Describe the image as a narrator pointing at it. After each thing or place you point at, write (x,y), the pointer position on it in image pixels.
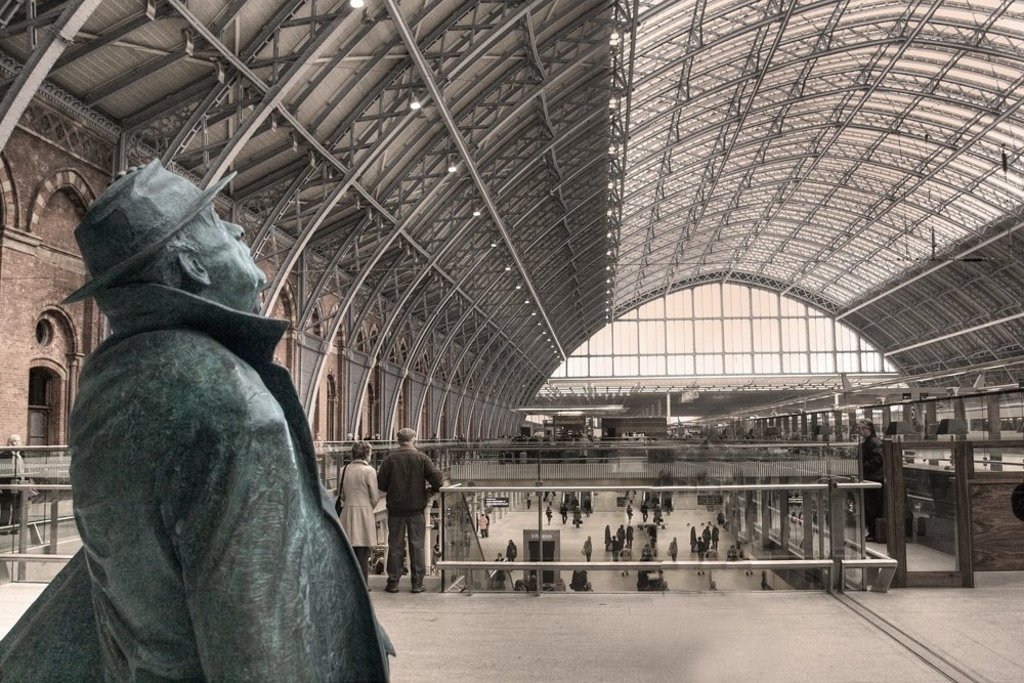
In this image we can see the inner view of St Pancras railway station (718,387). There are some lights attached to the ceiling (833,253), one statue (228,650), some people (363,561) are standing, some boards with text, some people (551,516) are walking, some poles (586,563), some objects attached to the ceiling (1005,350), some people (578,579) are holding some objects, one glass fence (670,495) with iron poles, some people (729,550) are wearing bags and some objects (551,590) are on the floor (543,600).
